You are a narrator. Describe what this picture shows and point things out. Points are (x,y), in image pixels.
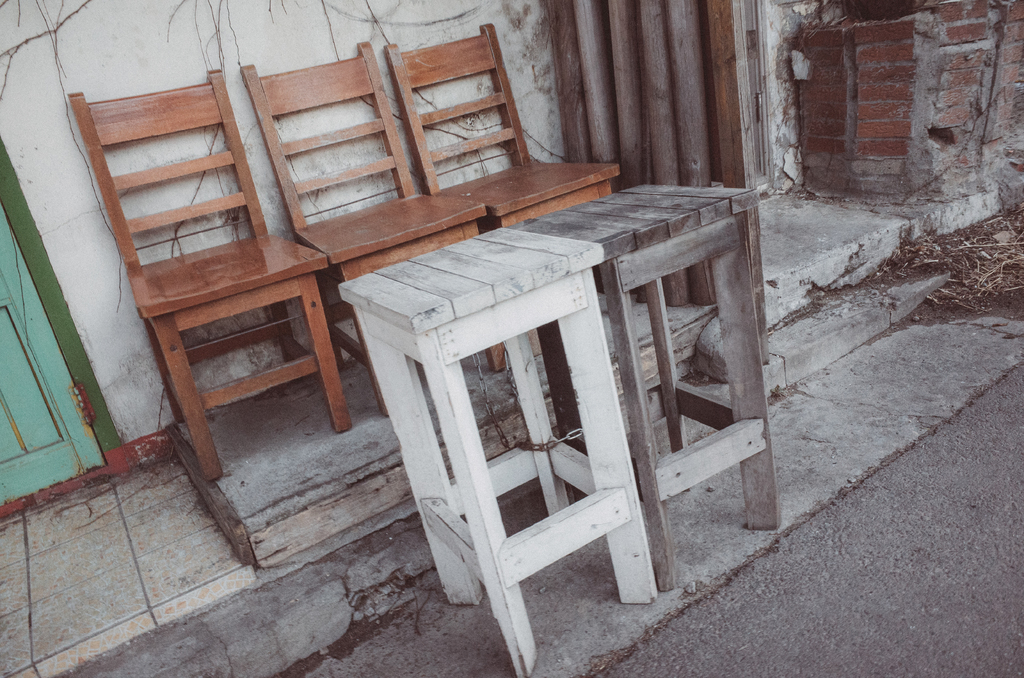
In this image there are wooden chairs (320,280) and wooden stools (548,312). There is a chain (528,439) to the wooden stools (606,418). Behind the chairs (364,79) there's a wall (259,8). To the left (28,450) there is a door (42,453) to the wall (134,39). To the right (963,275) there are dried stems (993,273) and mud (955,274) on the ground (950,268). In the bottom right (942,609) there is the road (824,587).
